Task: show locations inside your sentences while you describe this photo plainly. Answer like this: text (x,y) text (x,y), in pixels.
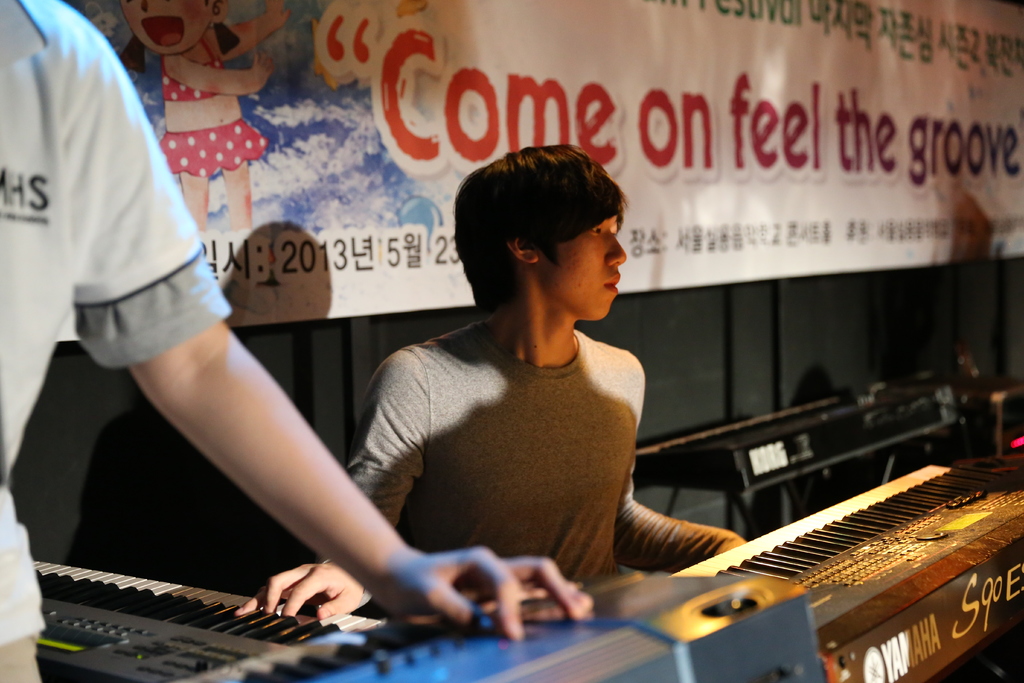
In this image I can see two people (178,388). Among them one person (433,365) is wearing the grey t-shirt (533,438) and he is sitting in-front of the piano (937,558). To the back of them there is a banner (648,121) and a quotation (527,109) like ¨come on feel the groove¨ is written on it.
